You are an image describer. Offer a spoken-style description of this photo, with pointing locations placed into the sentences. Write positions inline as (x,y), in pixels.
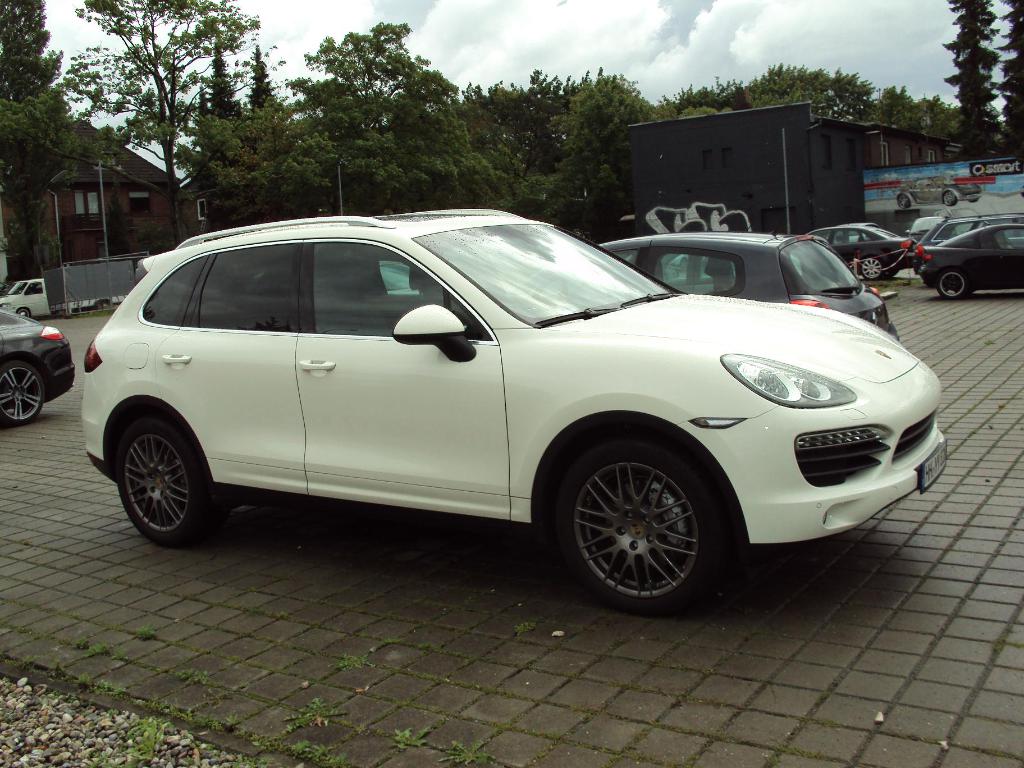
Here we can see cars (639,376). There are poles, trees (427,198), hoarding (1005,175), and houses (876,157). In the background (728,38) there is sky (702,26) with clouds (634,38).
